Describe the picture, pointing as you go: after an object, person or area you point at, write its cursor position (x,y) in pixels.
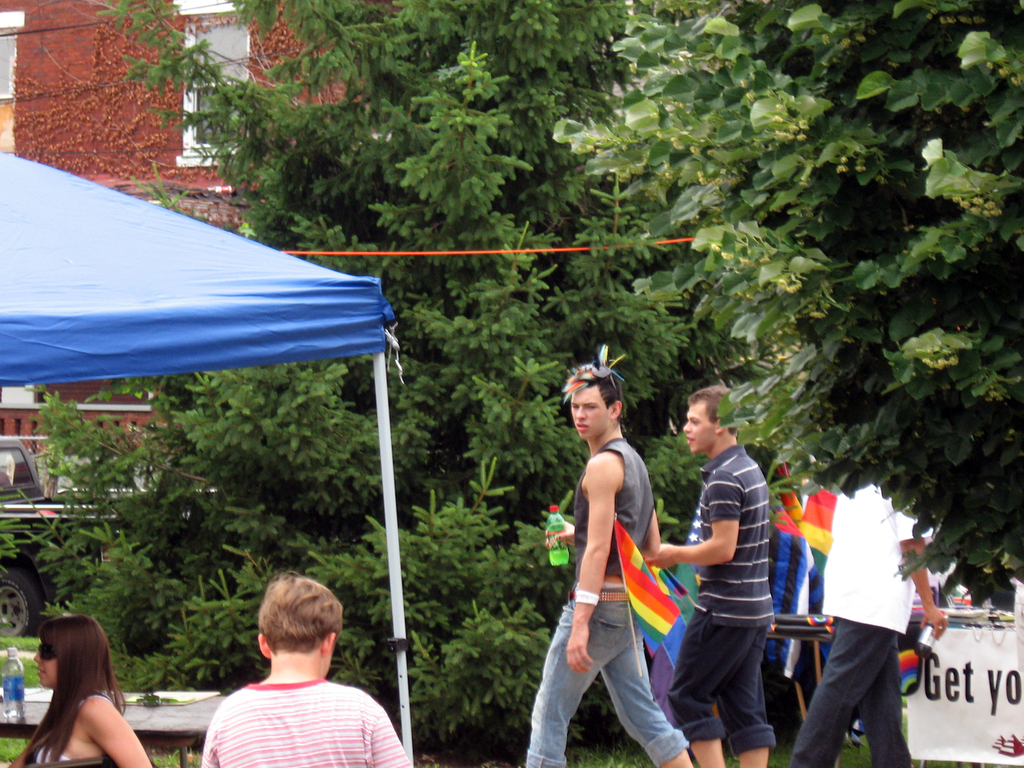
We can see bottle (929,634) and objects (154,705) on the table (158,710) and this is tent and we can see banner (948,656) and flags (675,652). In the background (561,576) we can see trees (514,635) and building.
